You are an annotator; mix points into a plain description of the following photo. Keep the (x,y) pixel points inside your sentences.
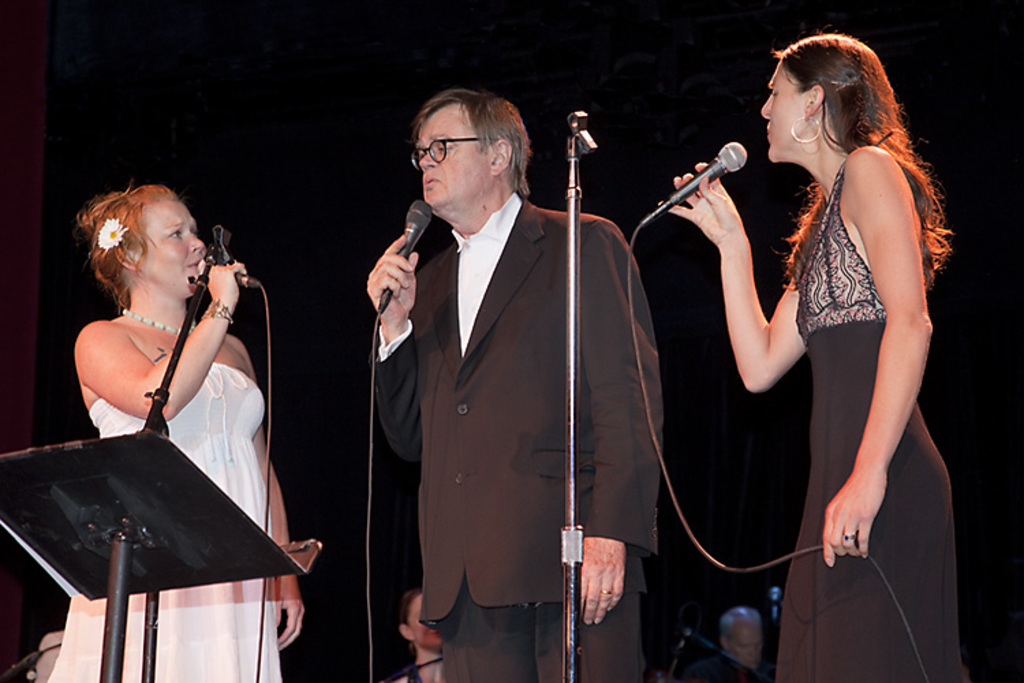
In this Image I see 2 women (251,675) and a man (600,660) who are standing and holding the mics (399,262) and I see a stand (2,505) in front of them and In the background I see few people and it is dark over here.
